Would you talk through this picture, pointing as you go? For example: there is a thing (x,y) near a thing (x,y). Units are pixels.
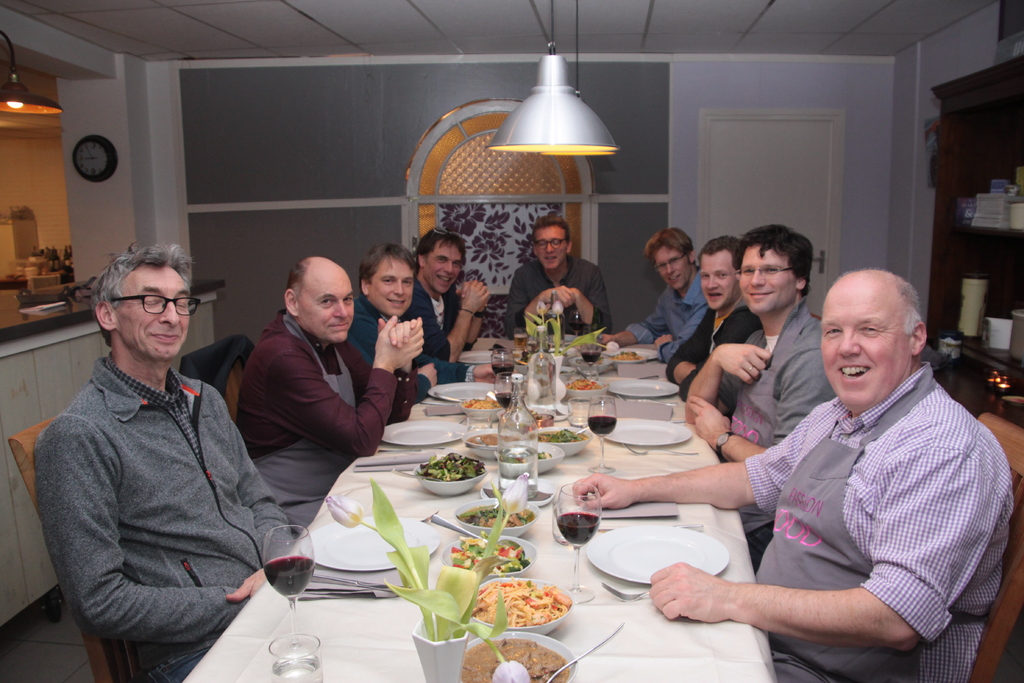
In the image we can see there are people (872,345) who are sitting on chair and in front of them there is a table (544,549) on which there are food (438,465) in the bowl (465,488) and wine glasses (580,512).
